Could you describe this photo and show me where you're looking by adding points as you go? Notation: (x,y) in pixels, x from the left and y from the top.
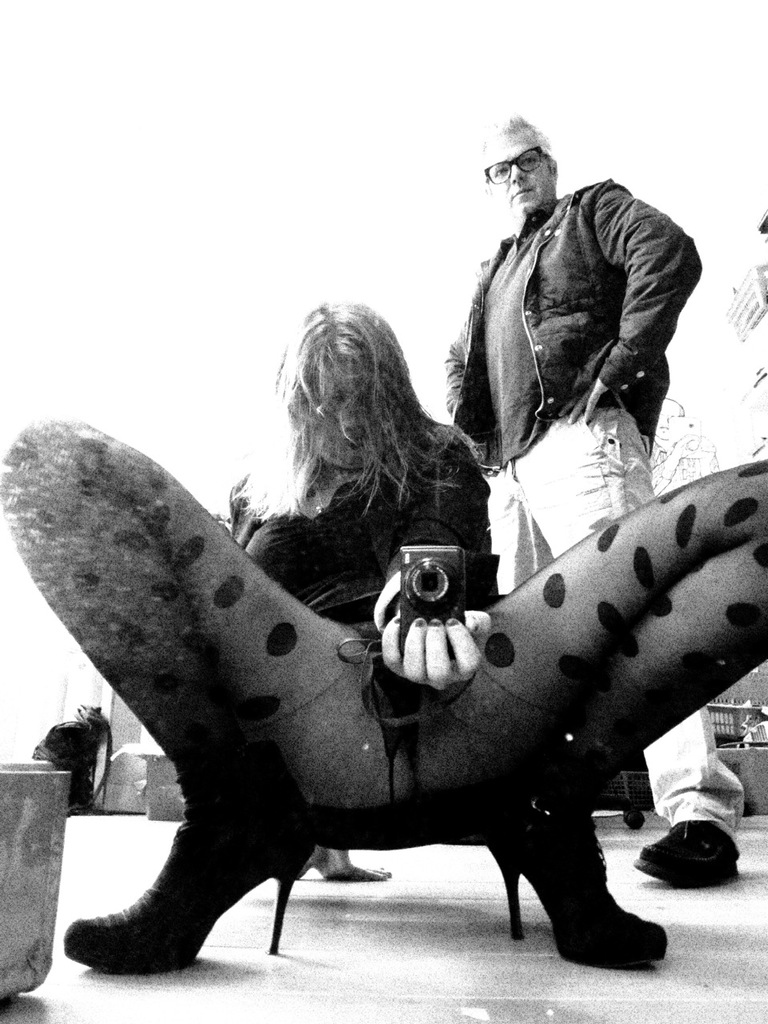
In this image in the foreground (202,794) there is one woman (297,645) who is holding a camera (439,571), and in the background (555,306) there is another man (593,306) standing and there are some objects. At the bottom (123,838) there is floor (473,991).
